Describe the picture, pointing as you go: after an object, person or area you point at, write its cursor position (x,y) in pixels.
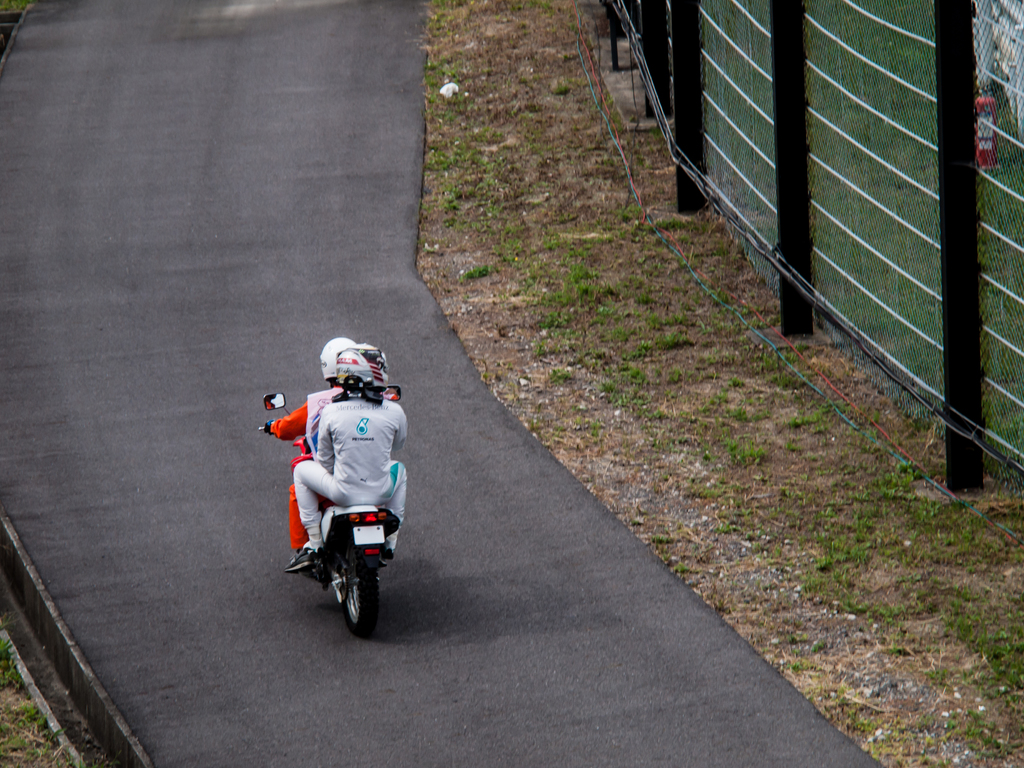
In this image, we can see two persons (331,452) sitting on the bike (369,580), they are wearing helmets (356,372), there is a road (143,406), at the right side (927,315) there is a fencing (791,314).
